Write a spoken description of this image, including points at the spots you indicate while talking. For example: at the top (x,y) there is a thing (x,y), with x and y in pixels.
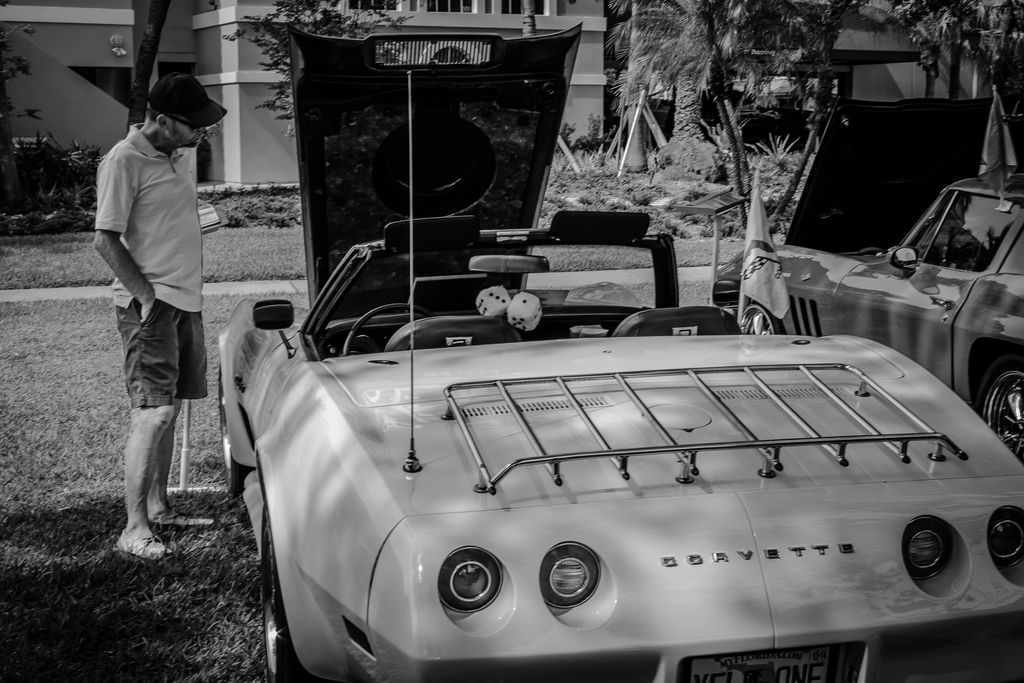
In the foreground of this black and white image, there is a car (426,560) with opened bonnet (469,180) and a man (140,362) standing beside it. In the background (927,293), there is another car (909,316) with open bonnet (862,178), a flag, grass (274,239), few trees (616,2), path (278,284) and the buildings (220,36).
